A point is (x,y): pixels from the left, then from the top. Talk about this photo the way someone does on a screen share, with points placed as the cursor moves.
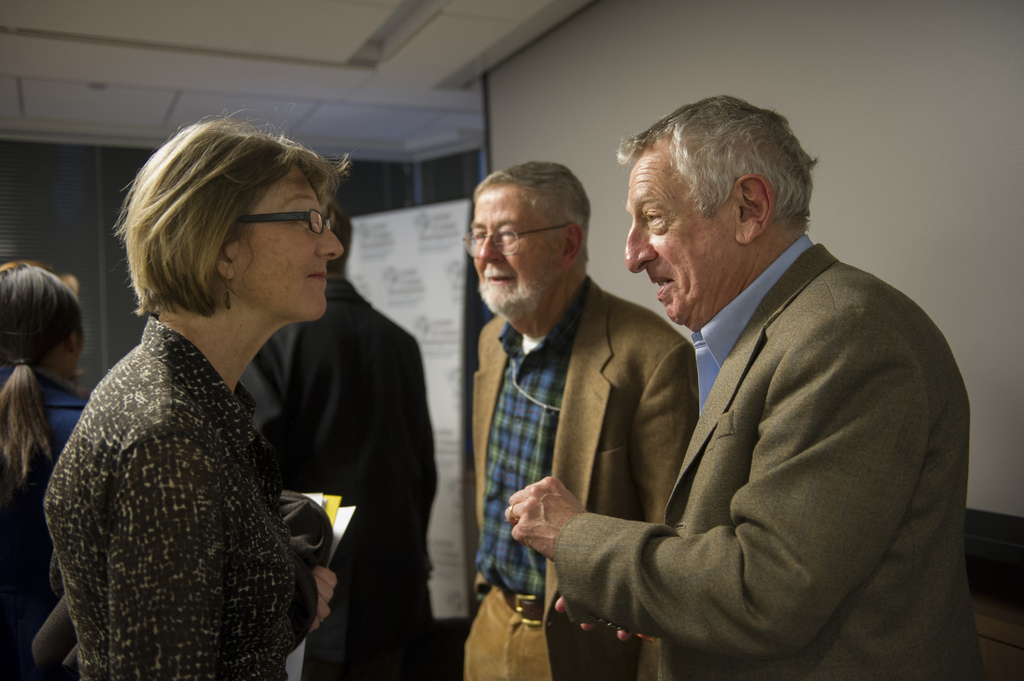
In this picture there is a man (824,259) with blue shirt (720,352) is standing and talking and there is a woman (137,450) standing and holding the objects (298,633). At the back (355,518) there are three people (387,424) standing and there is a board (354,260) and there is text (374,256) on the board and there is a screen (921,232) and there might be window blinds (59,200).
